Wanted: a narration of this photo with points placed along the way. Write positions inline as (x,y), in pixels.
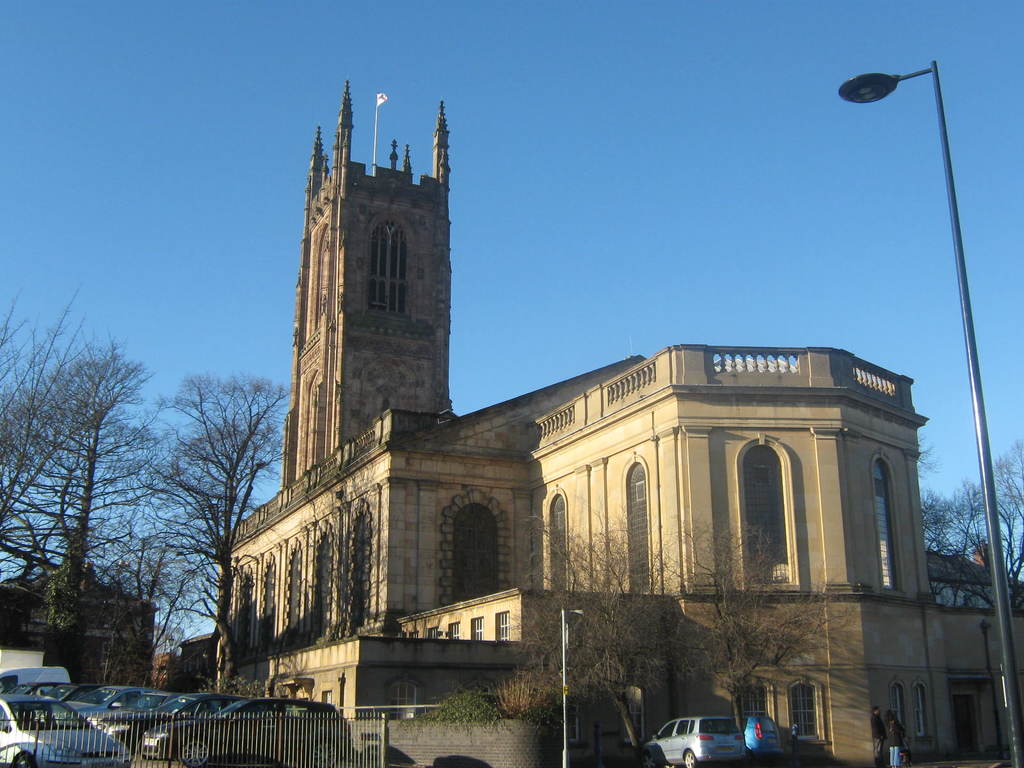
In the foreground of this picture (217,743), there is a railing (213,757), few cars (246,740) parked, poles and the trees (591,680). In the background (699,482), there is a building (396,307), a flag (381,97), trees (89,487) and the sky (532,108).
